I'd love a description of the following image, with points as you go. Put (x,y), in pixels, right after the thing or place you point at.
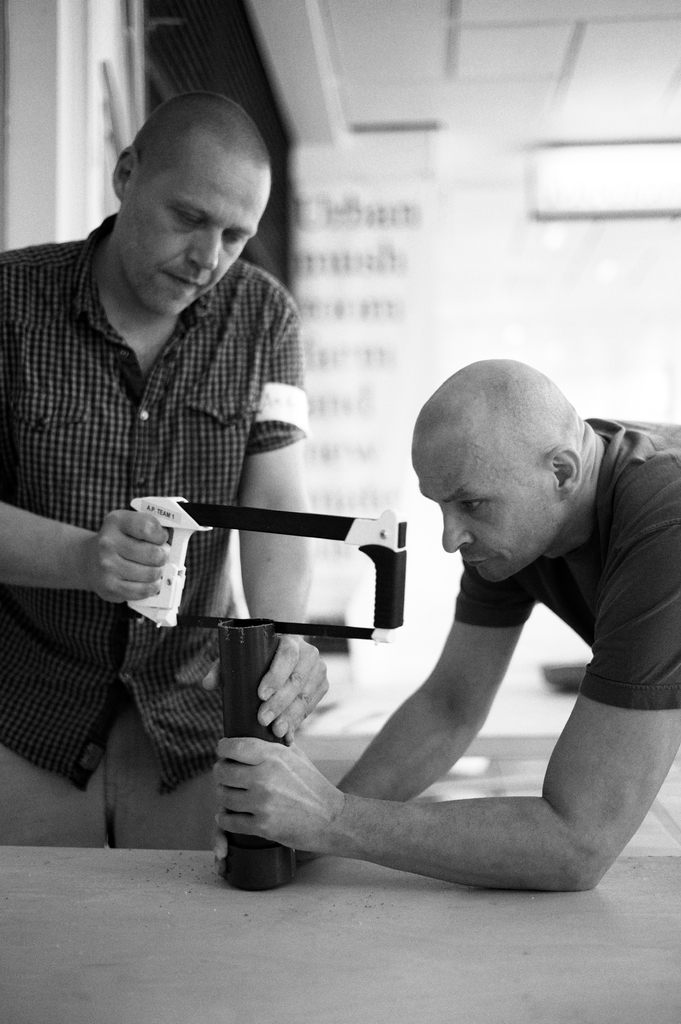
In this black and white image, we can see two persons (555,396) wearing clothes (149,418). There is a person (72,399) on the left side of the image (95,333) holding a pipe (239,694) and saw (181,596) with his hands (149,571).
